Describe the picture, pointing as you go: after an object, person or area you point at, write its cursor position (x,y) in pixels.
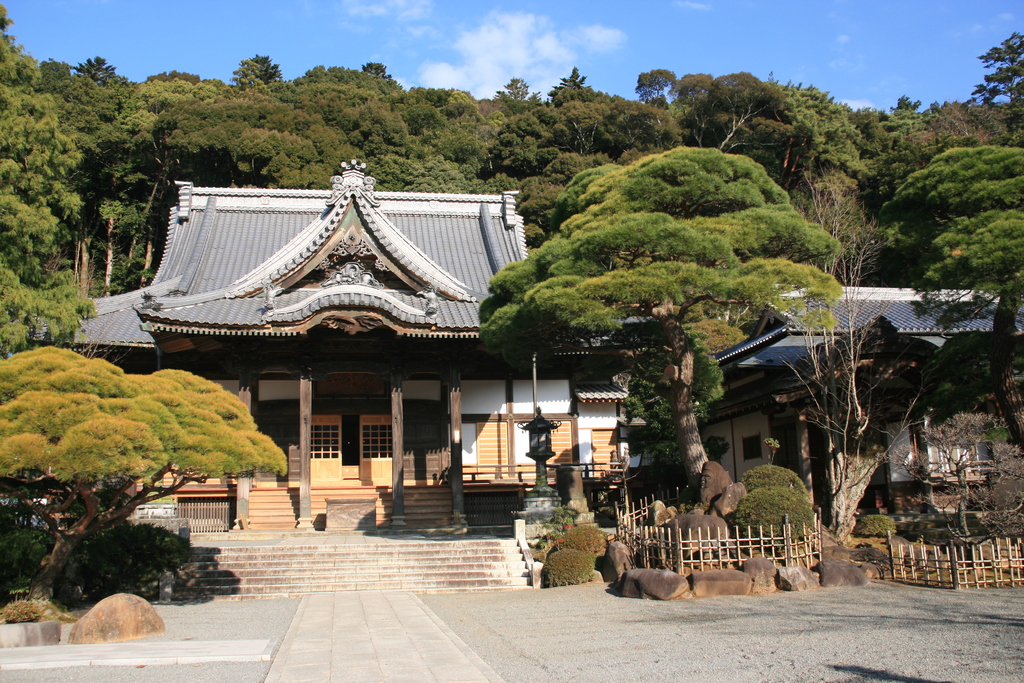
In this image, we can see houses (513,499), walls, doors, pillars (236,520), stairs (269,553), railings (956,577), rocks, plants (79,582) and trees (798,186). At the bottom (378,649), we can see the walkway (287,647). Top of the image (600,44), there is the sky (411,53).
